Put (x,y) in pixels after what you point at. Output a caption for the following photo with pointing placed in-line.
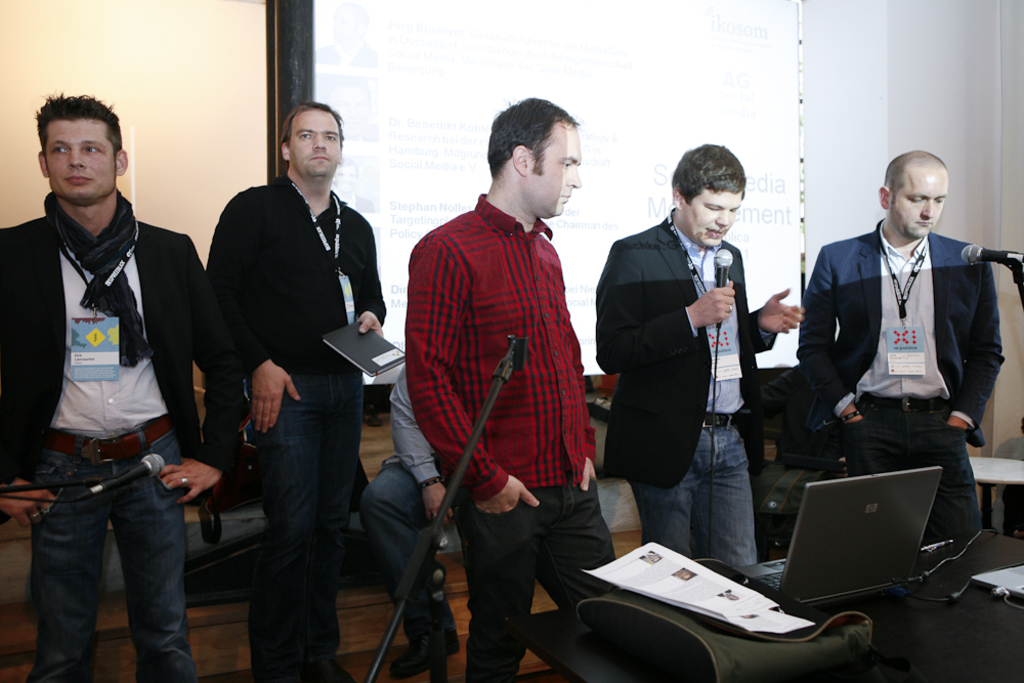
In this image I can see few people (428,315) where one is sitting and rest all are standing. In the front of them I can see a mic stand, a mic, a table (976,603) and on the table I can see few white colour papers (769,614), two laptops (834,581), wires (898,591) and a bag (811,647). I can also see one man (682,310) is holding a mic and one is holding a book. I can also see four of them are wearing ID cards (899,317) and behind them I can see a white colour thing (349,32) and on it I can see something is written. I can also see one more mic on the bottom left side of the image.
